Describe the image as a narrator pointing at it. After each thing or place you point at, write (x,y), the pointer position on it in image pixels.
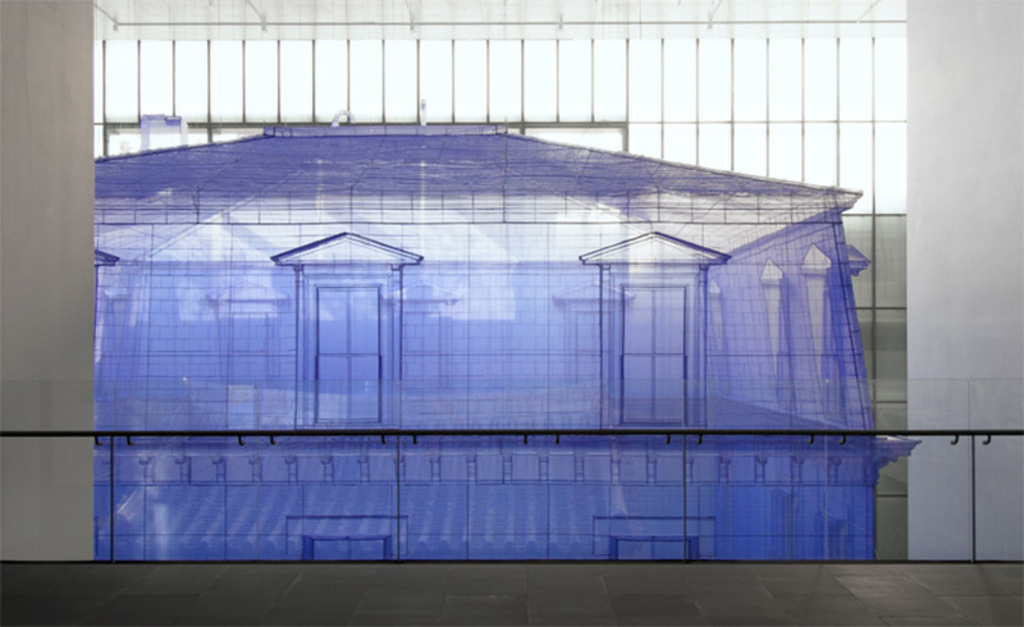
In this image I can see the blueprint (438,329) of the building (382,382) to the window (443,93). To the side I can see the wall (14,191).
